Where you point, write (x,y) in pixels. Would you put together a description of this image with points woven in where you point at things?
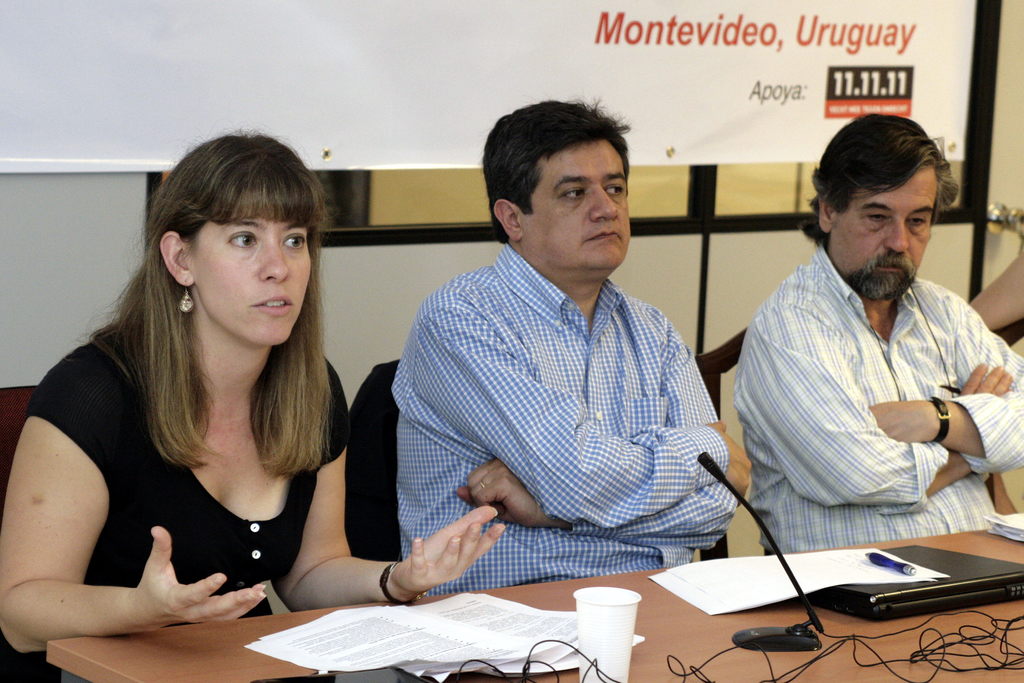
In this image in the middle (521,382) there is a man (552,322), he wears a shirt (570,375), he is sitting. On the right (909,415) there is a man (914,423), he wears a shirt (888,457), he is sitting. On the left (195,474) there is a woman (215,523), she wears a dress (257,558), she is sitting. At the bottom (712,650) there is a table (734,654) on that there are papers (745,560), glasses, pen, mic (809,606), cables (939,659) and a laptop (952,580). In the background (875,84) there is a poster (852,80), door (999,158), glass (391,218).
